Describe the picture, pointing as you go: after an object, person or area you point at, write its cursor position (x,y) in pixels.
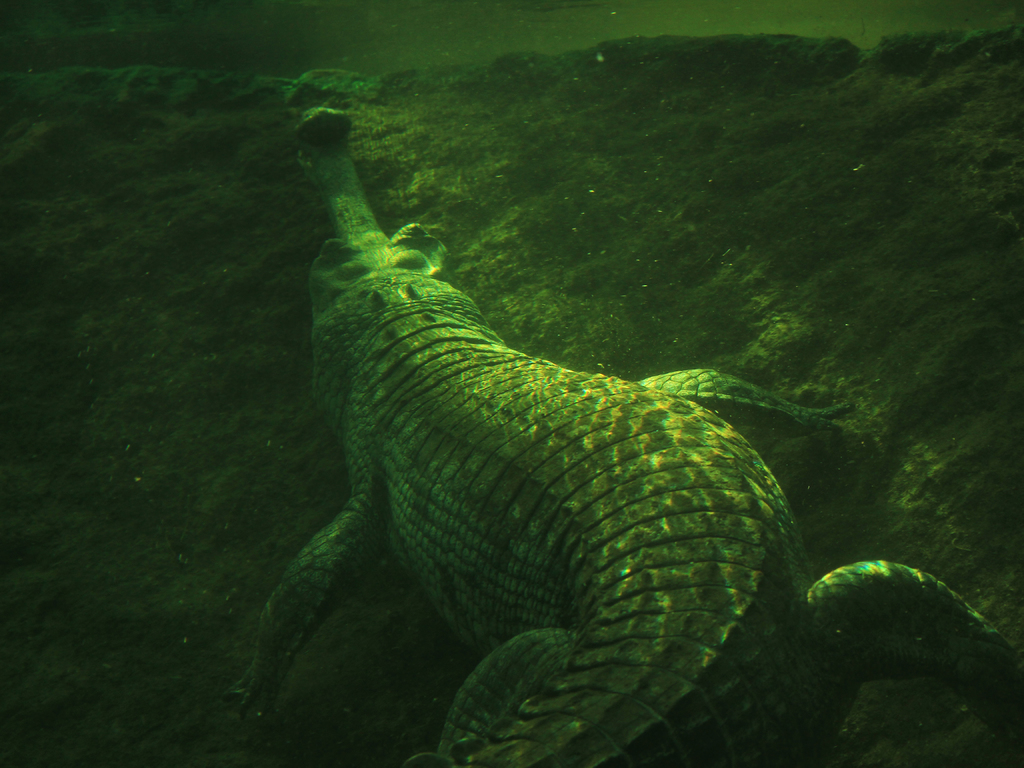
In the foreground of this image (561,386), there is a crocodile (548,534) under the water (452,28) on the rock like surface (674,291).
